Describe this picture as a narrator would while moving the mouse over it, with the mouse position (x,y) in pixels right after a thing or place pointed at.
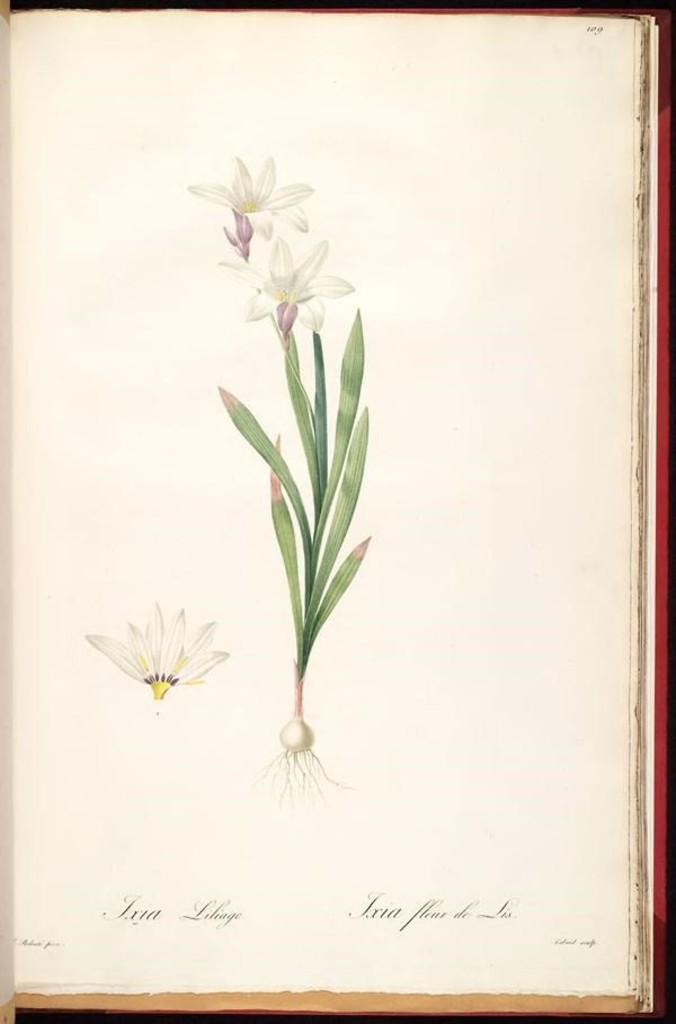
It seems like a page (250,112) of a book (385,871) where we can see flowers (285,194), stem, leaves (296,492), root (300,751) and some text (411,900).
